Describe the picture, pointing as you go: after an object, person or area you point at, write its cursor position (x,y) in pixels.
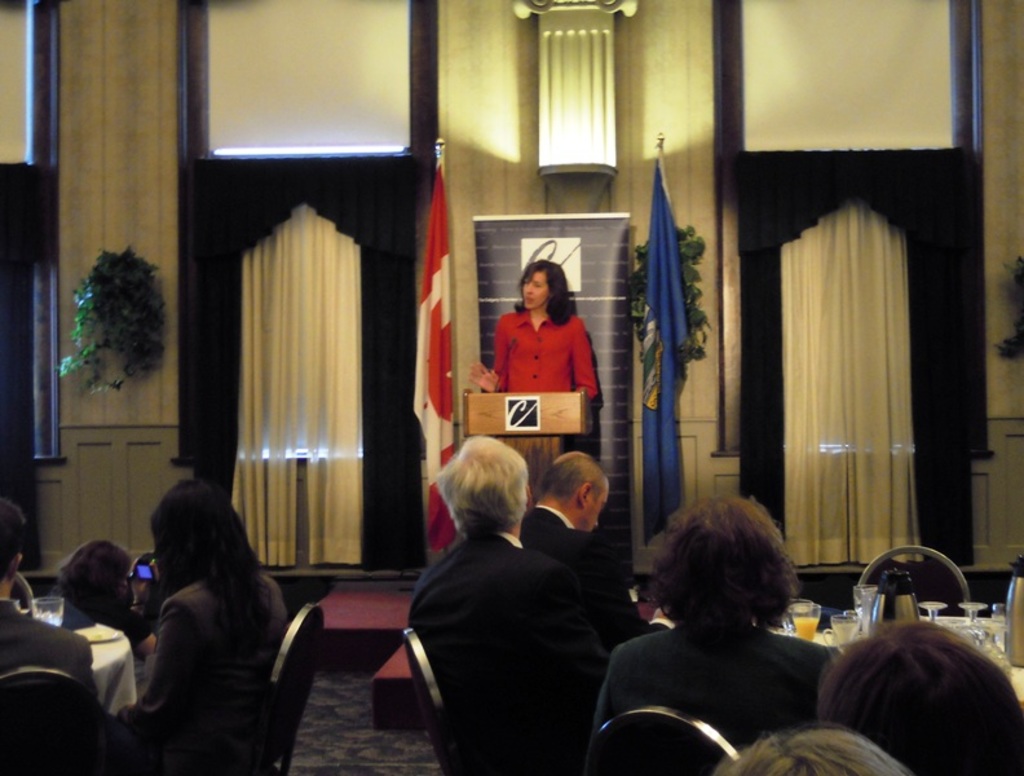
In this image I can see the group of people (191,681) sitting on the chairs (649,752). In front of them there is a juice glass (809,625), flask (902,598) on the table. There is a person (532,380) with red shirt (538,358) standing in front of the podium (522,406). And beside her there are two flags (667,302). There are plants (93,305) and curtains (311,369) in the image.
